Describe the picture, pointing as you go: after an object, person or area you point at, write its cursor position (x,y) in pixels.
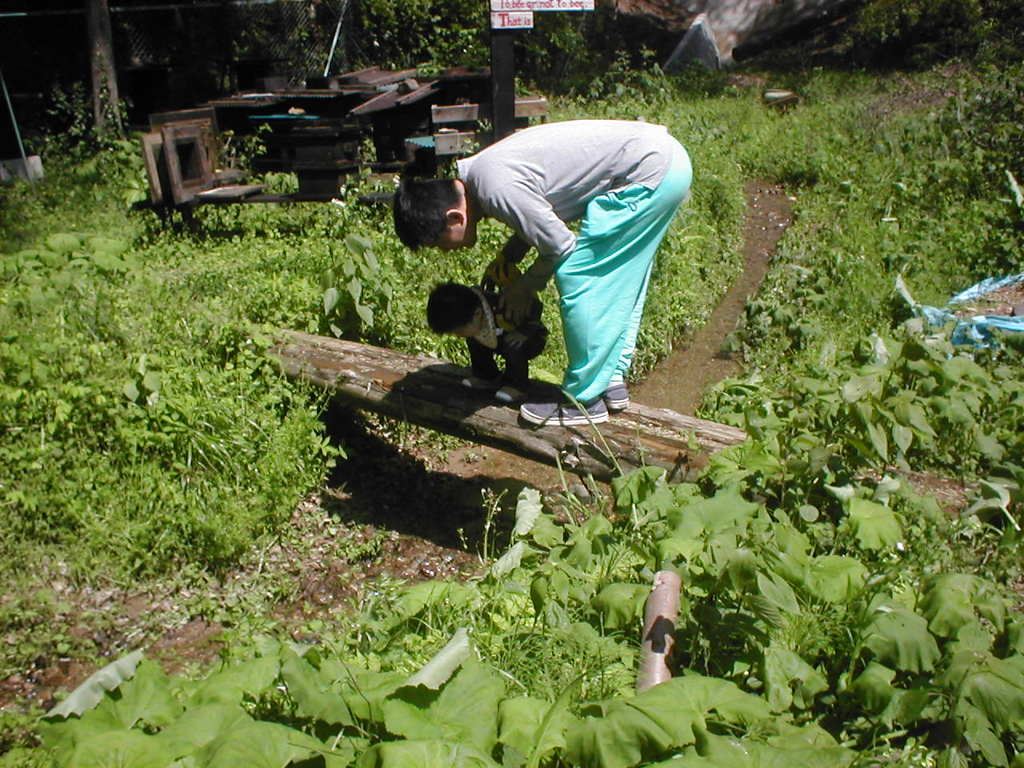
In this image there are two people (518,286) bending on the wooden pole (502,415). Around them there are plants (725,415). Behind them there are boards (530,23) with some text (576,2) on it and there are some metal objects (329,130). On the left side of the image (298,34) there is a mesh (199,40).
